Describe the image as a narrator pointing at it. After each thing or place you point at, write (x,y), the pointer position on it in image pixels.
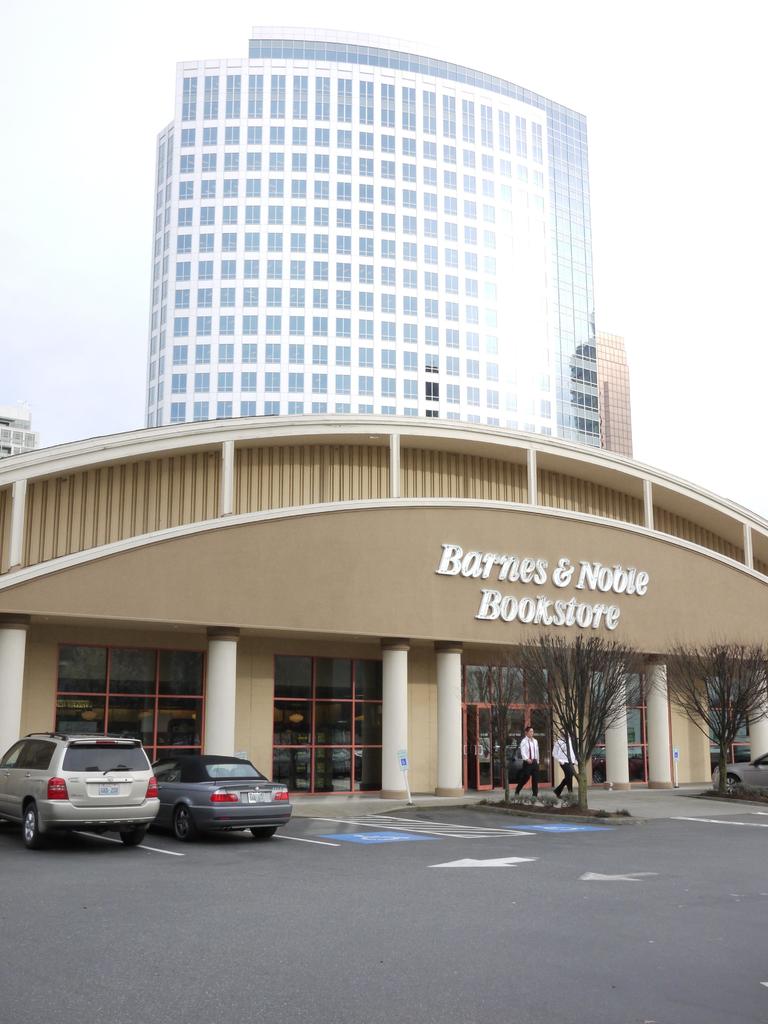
In this picture we can see vehicles (40,796) on the road (533,988), trees (711,716), pillars (450,729), buildings (383,626) with windows (336,348) and two people (537,744) are walking on the ground (619,791) and in the background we can see the sky (607,320).
